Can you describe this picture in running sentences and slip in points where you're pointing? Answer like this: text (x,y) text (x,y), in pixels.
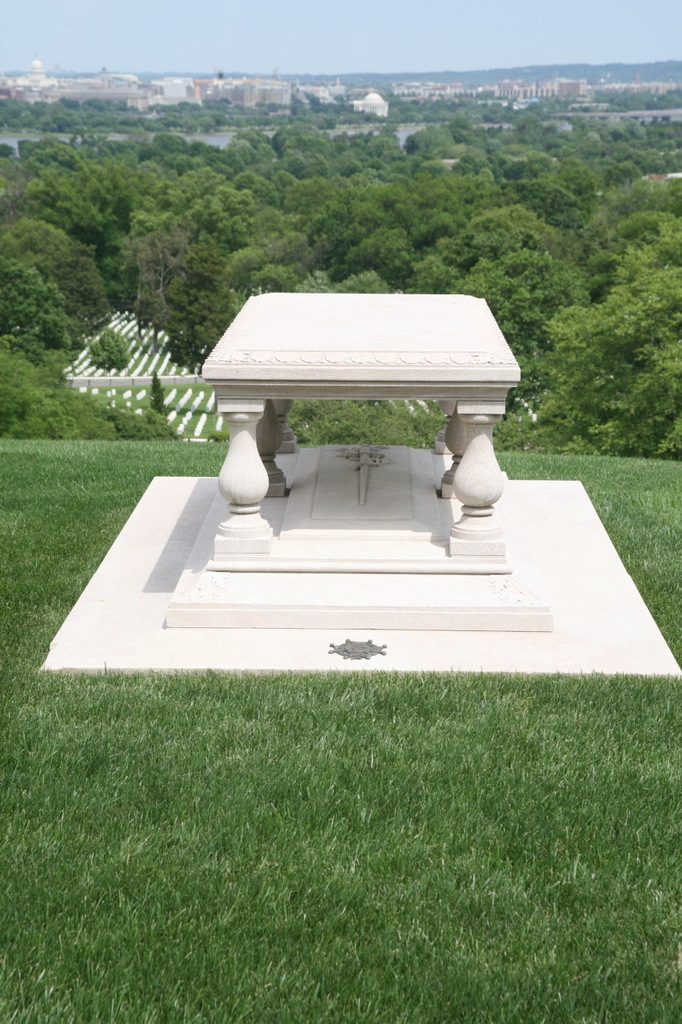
In the center of the image (327,569) we can see an architecture (292,531). At the bottom of the image (373,875) we can see the grass (260,827). In the background (653,306), we can see a group of buildings (540,88), trees (521,258). At the top of the image (362,11) we can see the sky (375,53).
